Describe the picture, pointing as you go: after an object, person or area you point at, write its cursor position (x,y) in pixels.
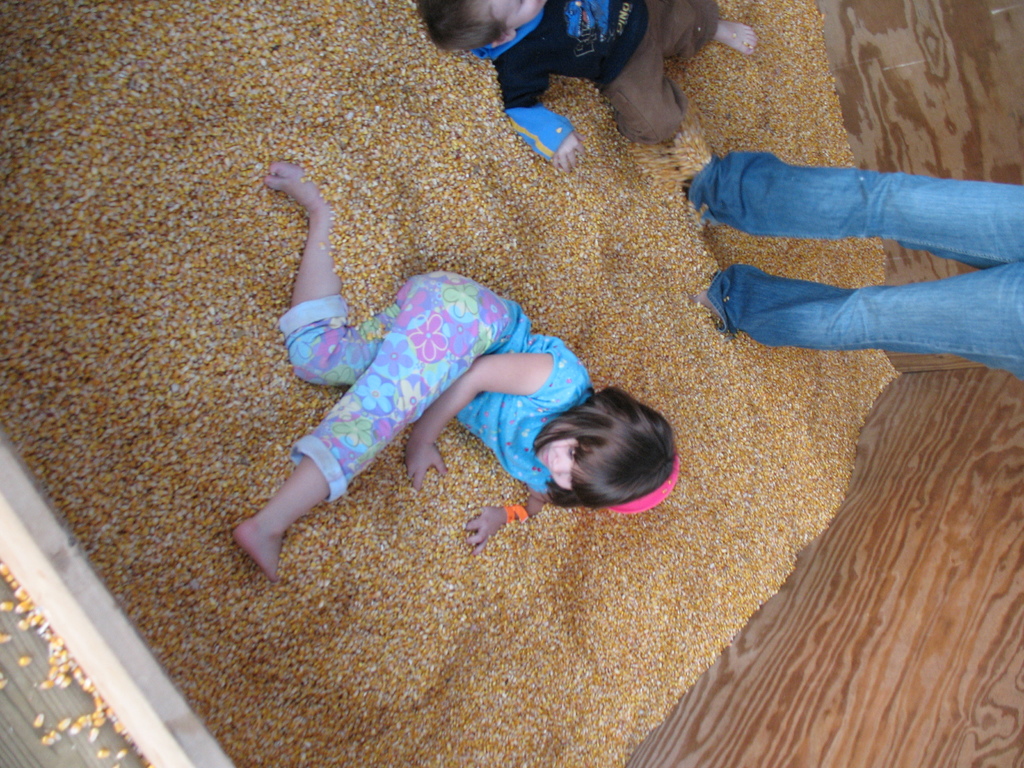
In the picture we can see two children (269,529) in the corn kernels (224,524) and a person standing near them and around the corn kernels (290,553) we can see a wooden wall (79,603).
